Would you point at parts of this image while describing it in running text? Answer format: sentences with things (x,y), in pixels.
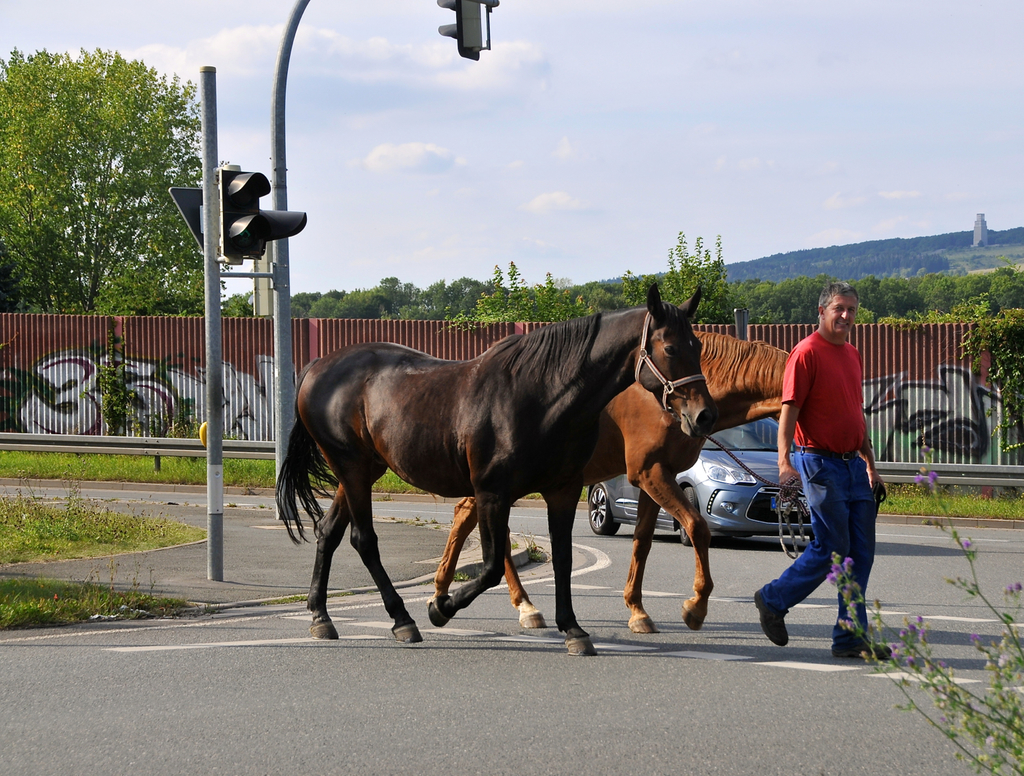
In this image there is a person (855,656) crossing the roads (660,574) catching two horses (583,399) and at the background of the image (729,475) there is a car (697,476), fencing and trees (771,280).
